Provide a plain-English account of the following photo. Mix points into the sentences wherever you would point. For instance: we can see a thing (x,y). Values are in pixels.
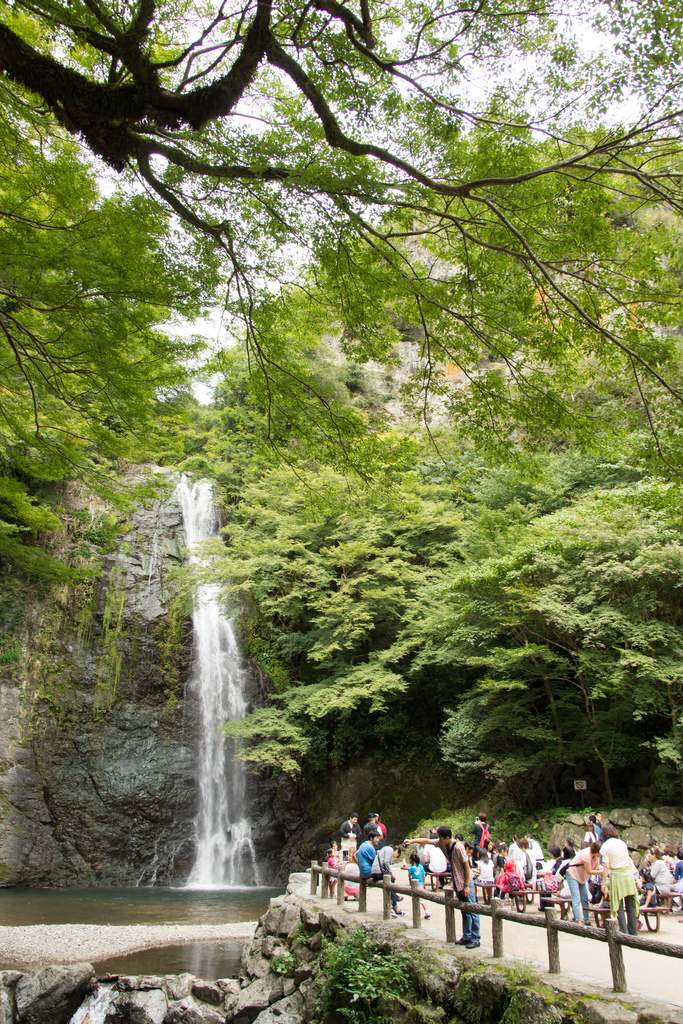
In this image, we can see waterfall (225,812), stone wall (155,808) and trees (438,639). Background we can see the sky (330,214). At the bottom of the image (489,1003), we can see rocks (465,990), plants (382,980), water (211,924), railing (554,945) and a group of people (675,864). Here we can see few benches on the surface (604,959).
